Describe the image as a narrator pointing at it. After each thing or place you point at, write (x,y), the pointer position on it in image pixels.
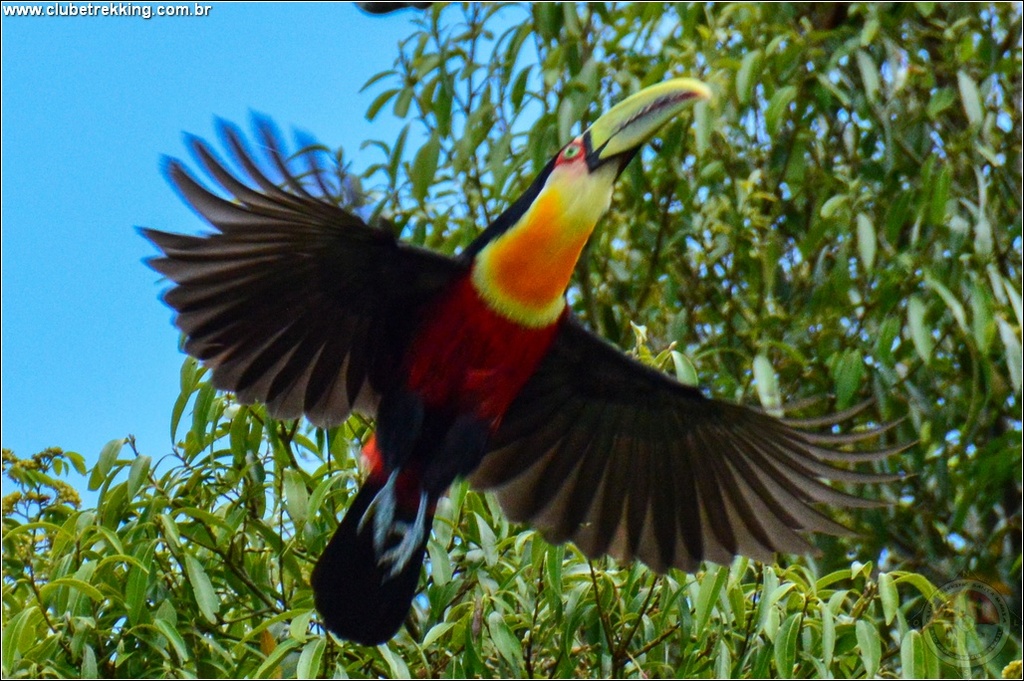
In this image, we can see a toucan (412,562). There are some trees (115,564). We can also see the sky (87,260).
